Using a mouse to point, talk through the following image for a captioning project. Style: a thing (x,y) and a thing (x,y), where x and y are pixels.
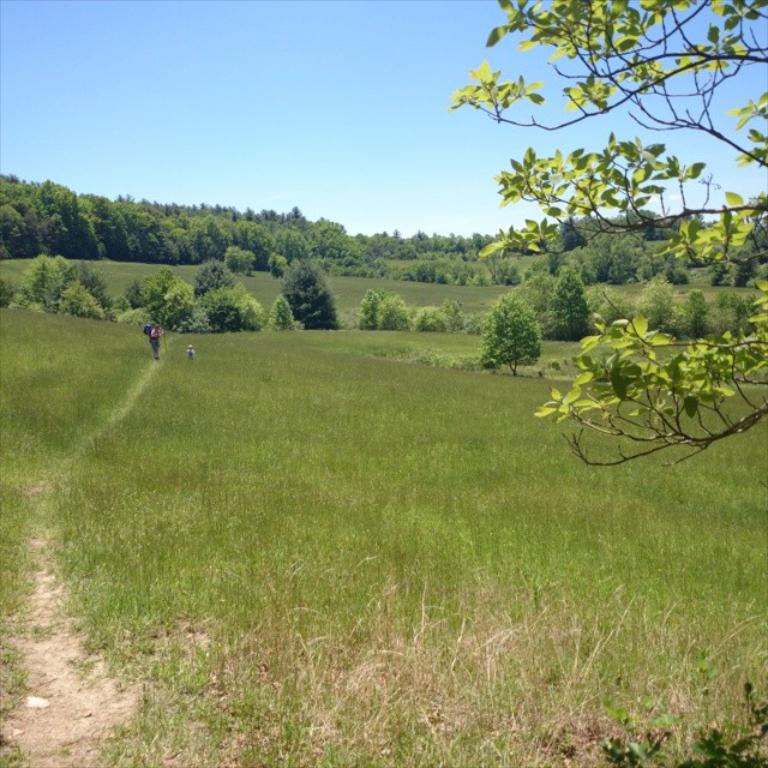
In this picture I can see a person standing on a grass (401,337), around there are some trees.
